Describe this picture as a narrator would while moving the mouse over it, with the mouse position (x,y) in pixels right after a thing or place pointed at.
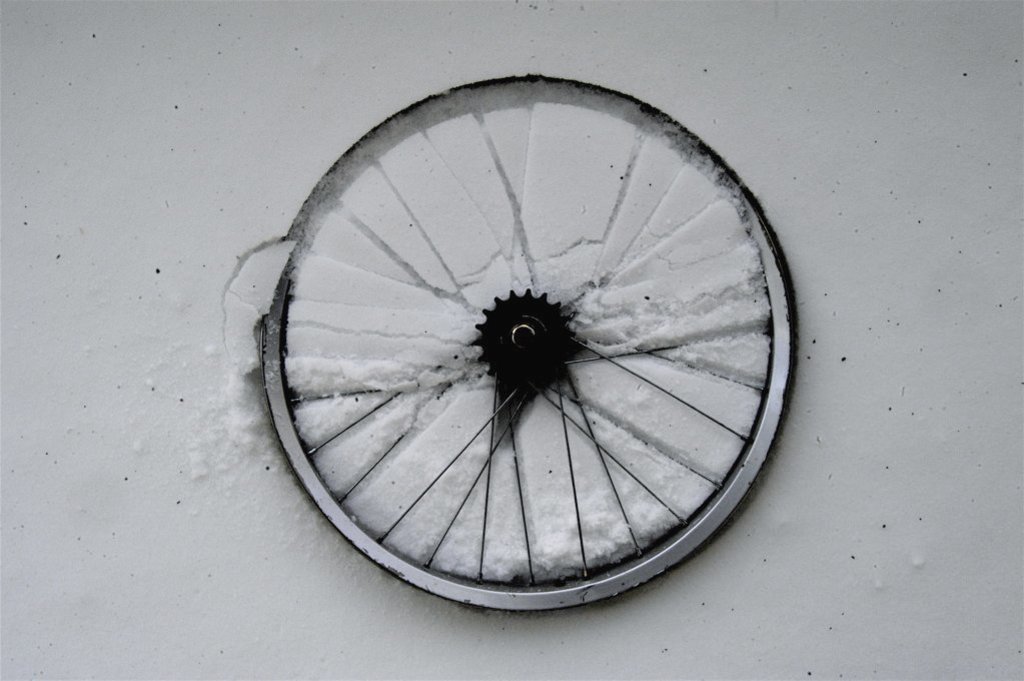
In this image I can see a wheel (639,548). The background (238,140) is white in color. It is looking like some snow (779,499) on the ground (672,506).
